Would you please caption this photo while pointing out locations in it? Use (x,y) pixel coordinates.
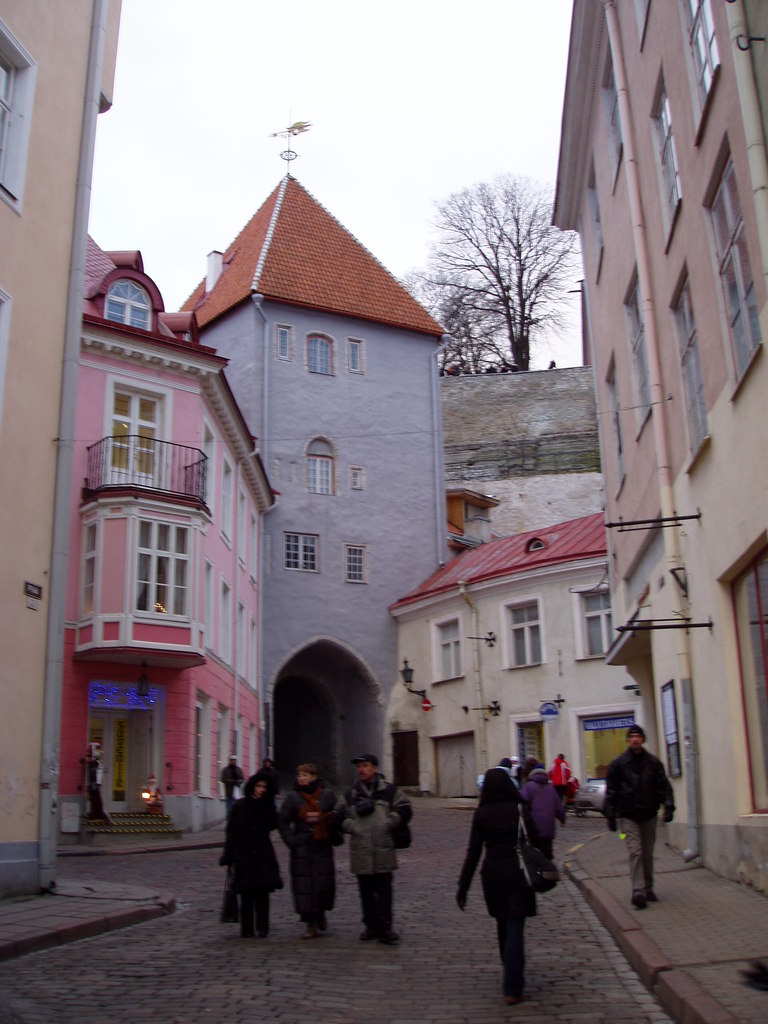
In this picture we can see some people (522,871) walking at the bottom (381,818), in the background (703,591) there are some buildings (492,546), we can see a light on the left side (150,799), there is the sky (397,95) and a tree (494,286) at the top of the picture (500,296), we can see windows (688,291) of these buildings (389,539).
